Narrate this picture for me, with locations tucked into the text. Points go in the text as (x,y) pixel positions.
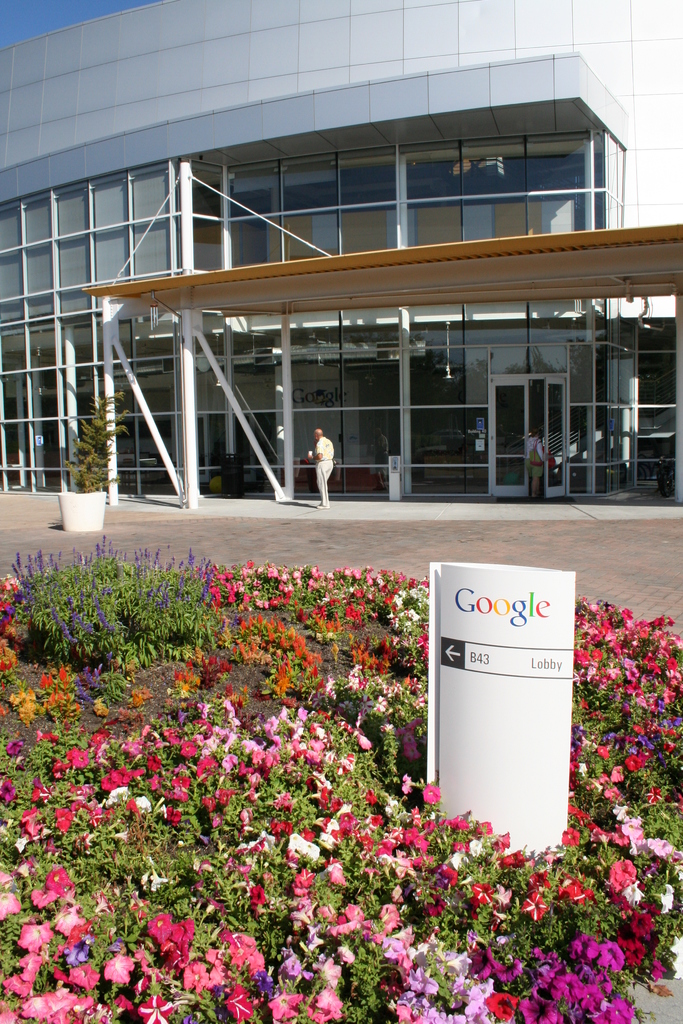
In the center of the image (443,607) we can see a board (516,742) with some text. And we can see plants (455,1002) with different colored flowers (591,608). In the background (55,15), we can see the sky (55,15), one building (146,116), one pot (83,517) with a plant (81,451), two persons (534,458) and some objects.
